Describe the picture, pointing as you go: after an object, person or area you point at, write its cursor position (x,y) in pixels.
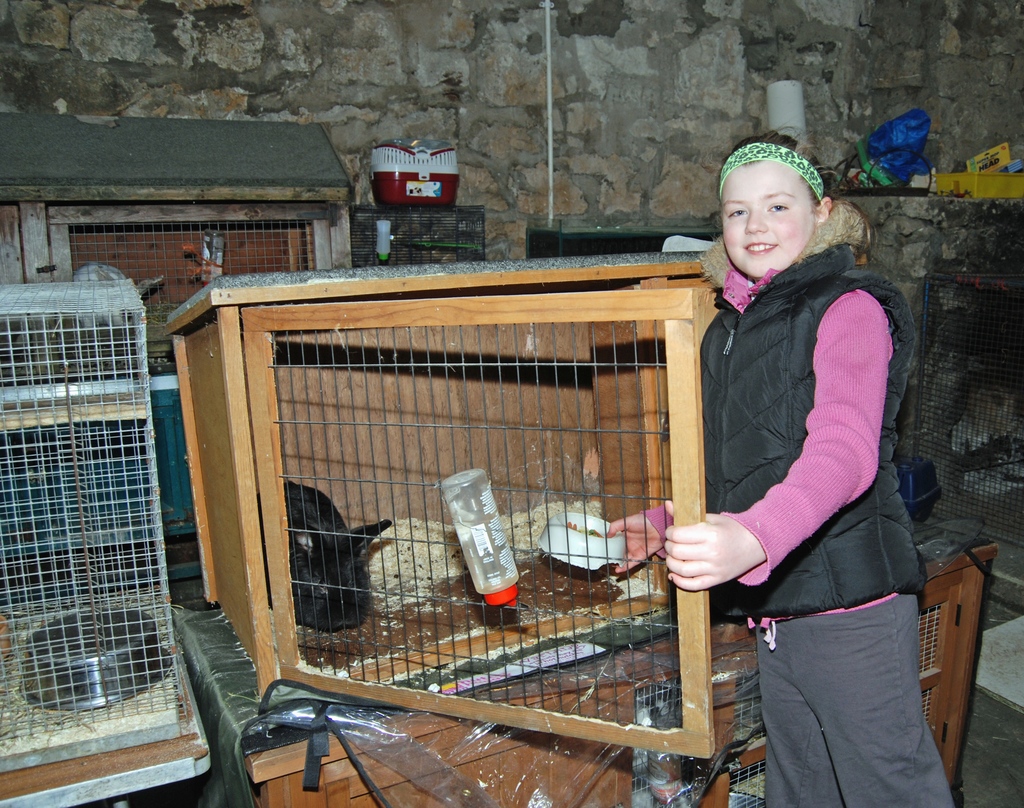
The picture consists of cages (284,570), bowls (72,638), bottle (487,563), rabbit (342,530), food items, wall (521,161), pipe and other objects (483,793). In the foreground (751,254) there is kid (858,376) standing, she is smiling.
